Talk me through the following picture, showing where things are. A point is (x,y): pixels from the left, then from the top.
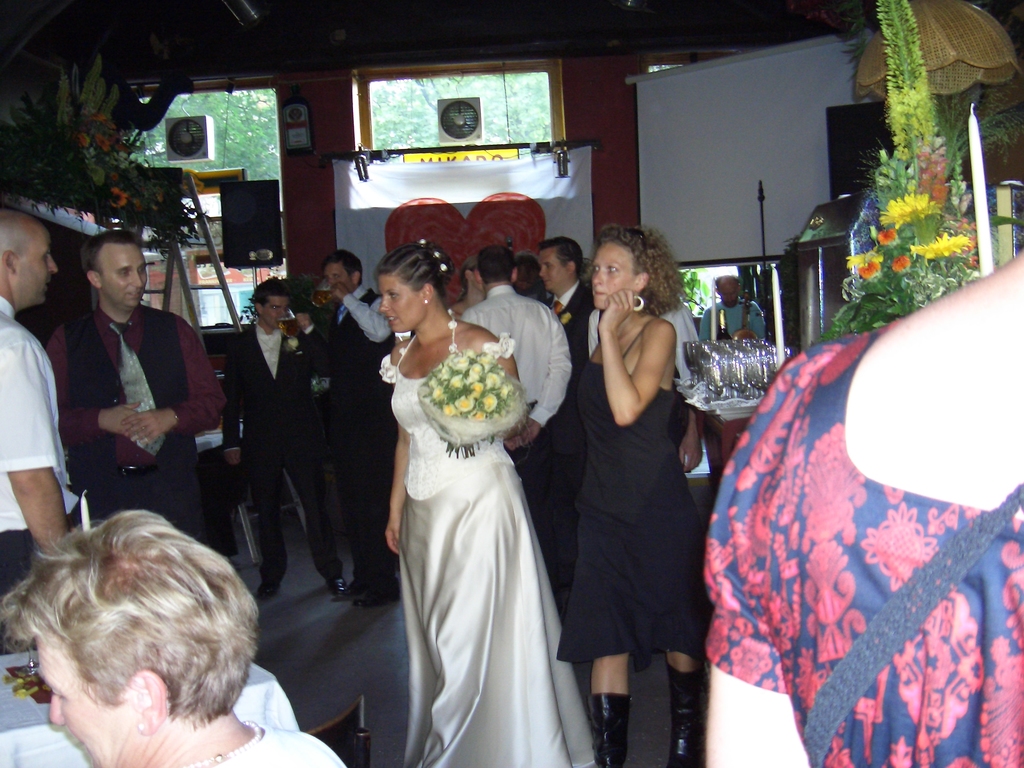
There are many people (339,386). A lady (425,281) in the center (447,395) is holding a flower bouquet (480,427). On the right side (938,192) there is another flower bouquet (889,262). Near to that there is a candle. On the table (725,413) there are some items (739,356) kept. In the background (491,213) there is a white curtain (387,199) with a heart shape (460,219) in that. Also there are ventilation fan (203,142) on the glass wall (399,131). On the left side (36,687) there is a table (36,712) there is a white color cloth (42,728). Also there are flower bouquet (51,170) on a stand (66,226) on the left side (111,215). In the back (170,246) there is a ladder (189,285). Also there is a white screen (770,157) in the background (758,155).
